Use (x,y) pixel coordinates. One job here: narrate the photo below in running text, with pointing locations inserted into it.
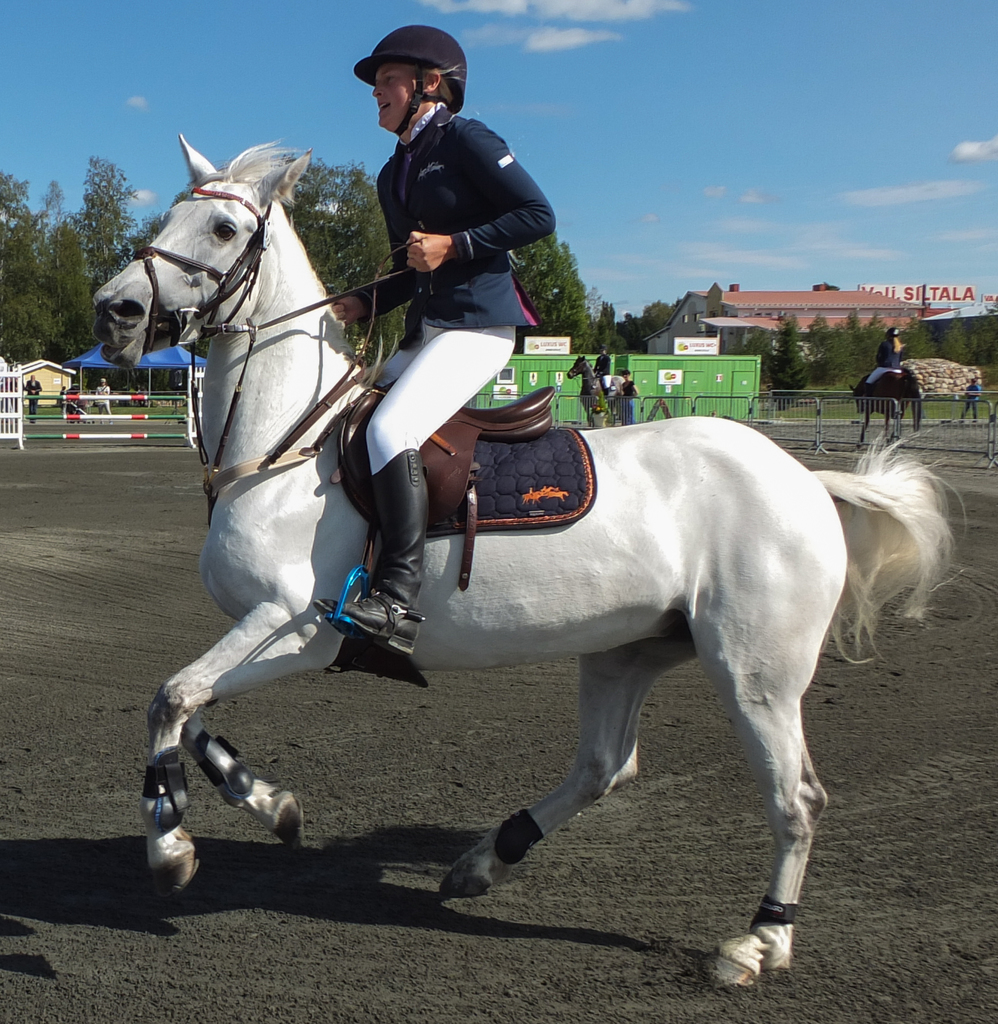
In this image I can see the person (439,375) riding the horse (437,601) and the horse (578,542) is in white color. In the background (696,274) I can see few other persons (892,353), few buildings (771,327), trees (20,253) in green color and the sky (721,101) is in blue and white color.
